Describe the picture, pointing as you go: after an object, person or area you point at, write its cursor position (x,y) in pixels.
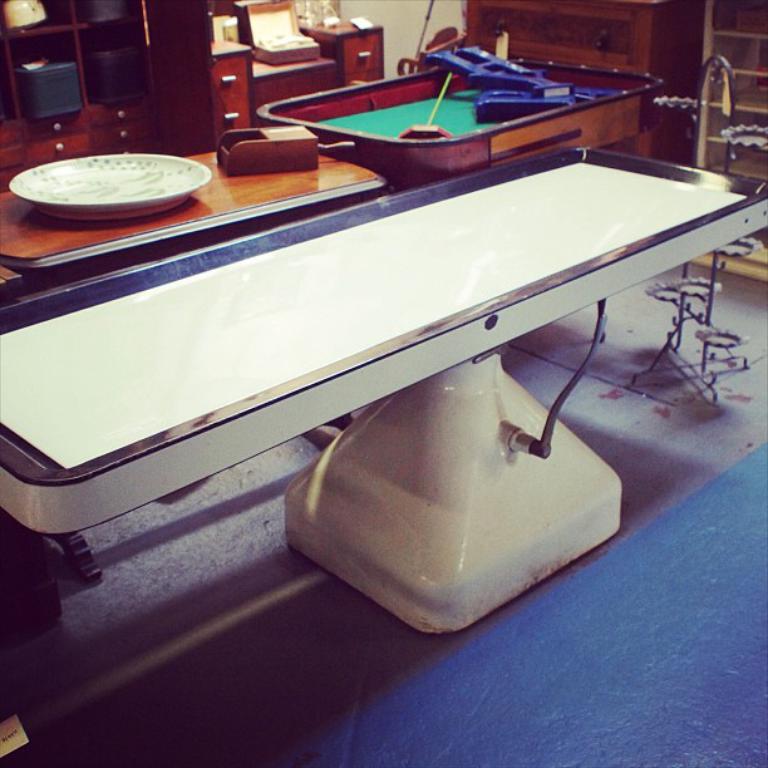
In front of the image there is a white table (478,392), beside the white table (430,201) on the table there is a plate (159,197) and a few other objects (490,109), behind the table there is a wooden shelf (199,104) and a wardrobe (203,43), beside the table (434,213) there is a wooden cupboard (573,34) and there are stands (694,343).
